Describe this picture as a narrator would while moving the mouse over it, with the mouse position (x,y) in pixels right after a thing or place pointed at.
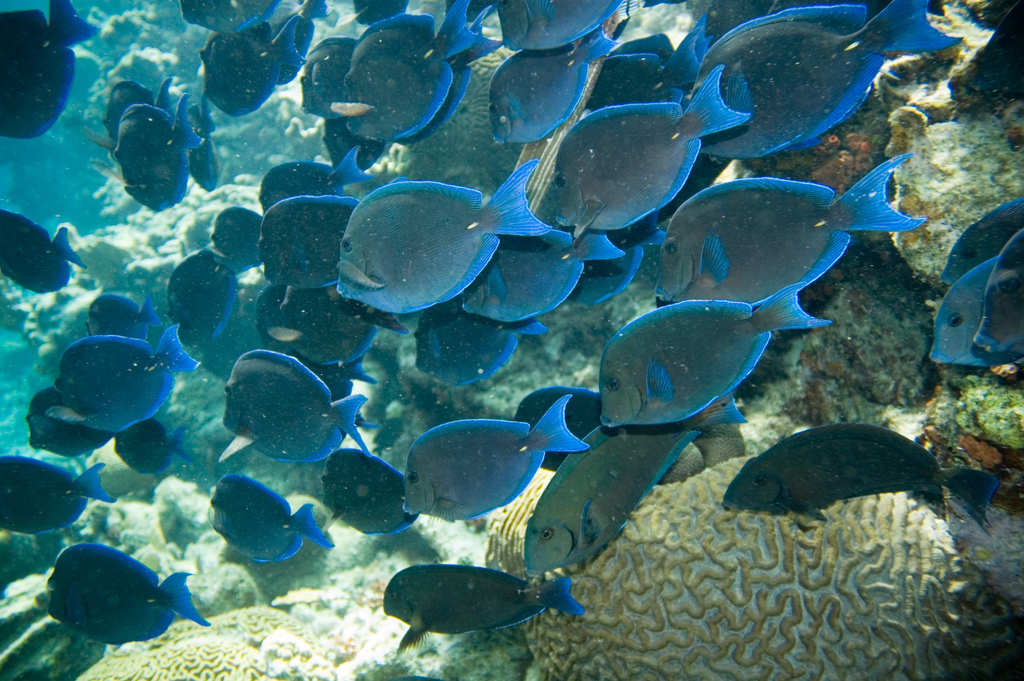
In this image we can see group of fishes (389,286) which are called as Atlantic blue tang (441,326) are under water (34,346) and there are some water plants (778,539).
